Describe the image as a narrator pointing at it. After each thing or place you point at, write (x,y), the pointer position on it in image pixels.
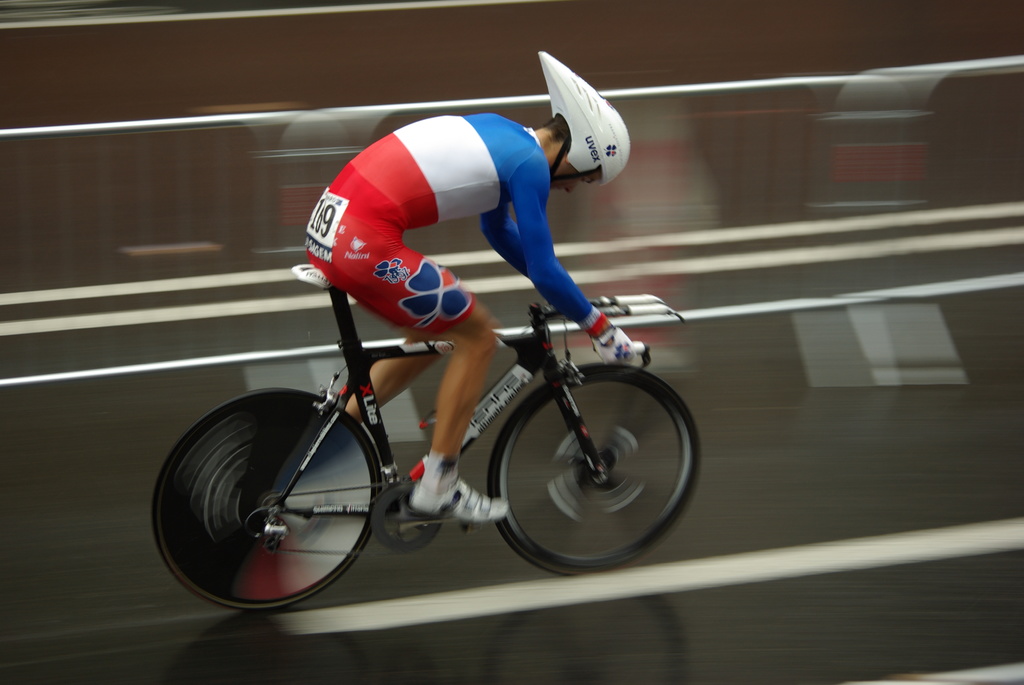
In the picture I can see a man (484,183) riding a bicycle (328,433) on the road (598,255). He is wearing a sport dress (421,161) and there is a helmet (581,98) on his head (559,166).
